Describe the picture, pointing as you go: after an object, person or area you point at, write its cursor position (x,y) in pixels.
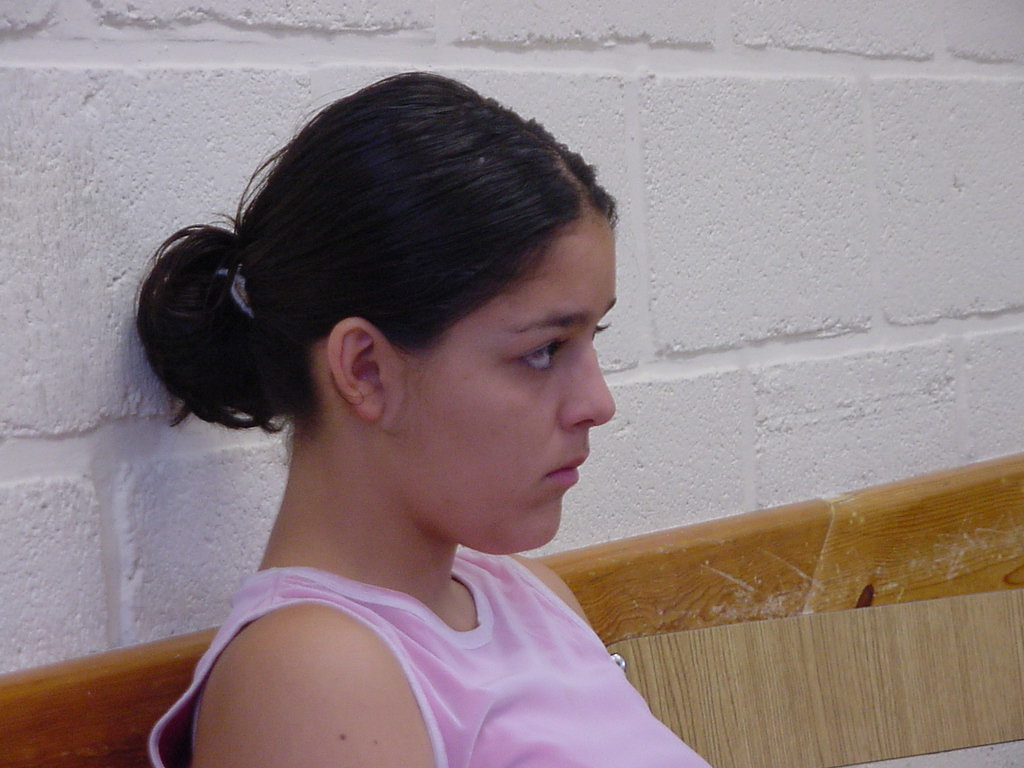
In this image we can see a person (410,453) sitting on the bench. In the background (742,118) there is a wall (665,80).
